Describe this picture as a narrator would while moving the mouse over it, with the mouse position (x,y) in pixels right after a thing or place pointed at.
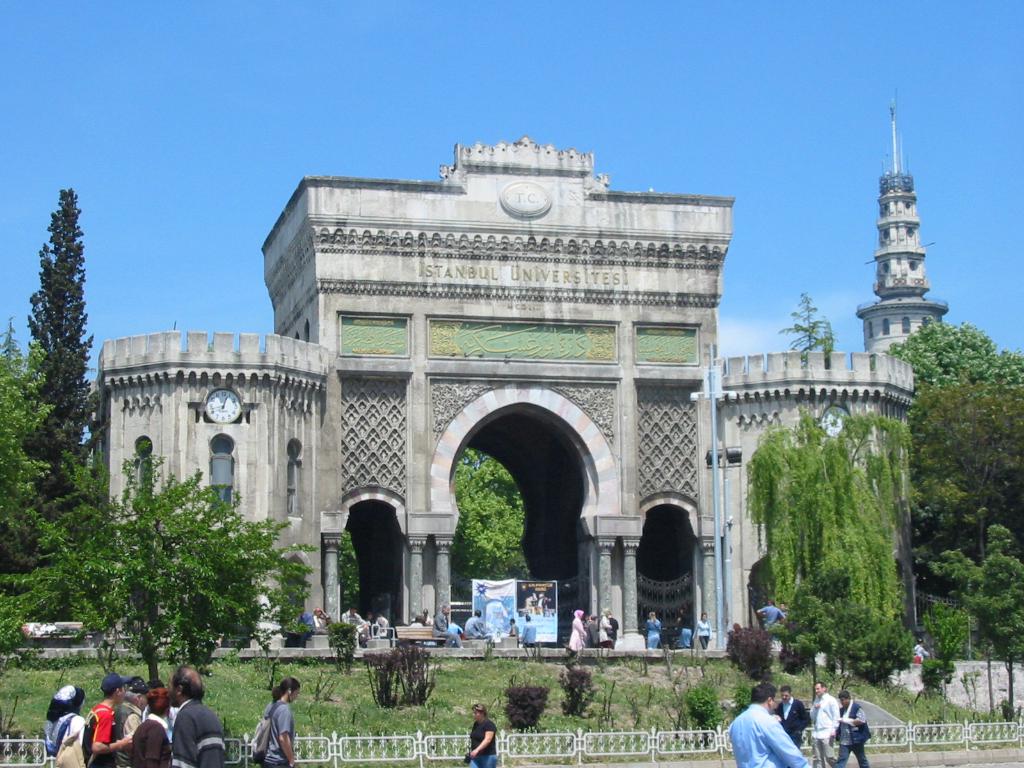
In this image there is a monument (473,357) in front of the monument (518,359) there are people (469,632) sitting on benches (429,631) and some people (684,634) are walking on path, there are trees (990,493) in front of the trees (999,483) people (110,765) are walking on road (878,764), in the background (526,45) there is a sky (641,92).
